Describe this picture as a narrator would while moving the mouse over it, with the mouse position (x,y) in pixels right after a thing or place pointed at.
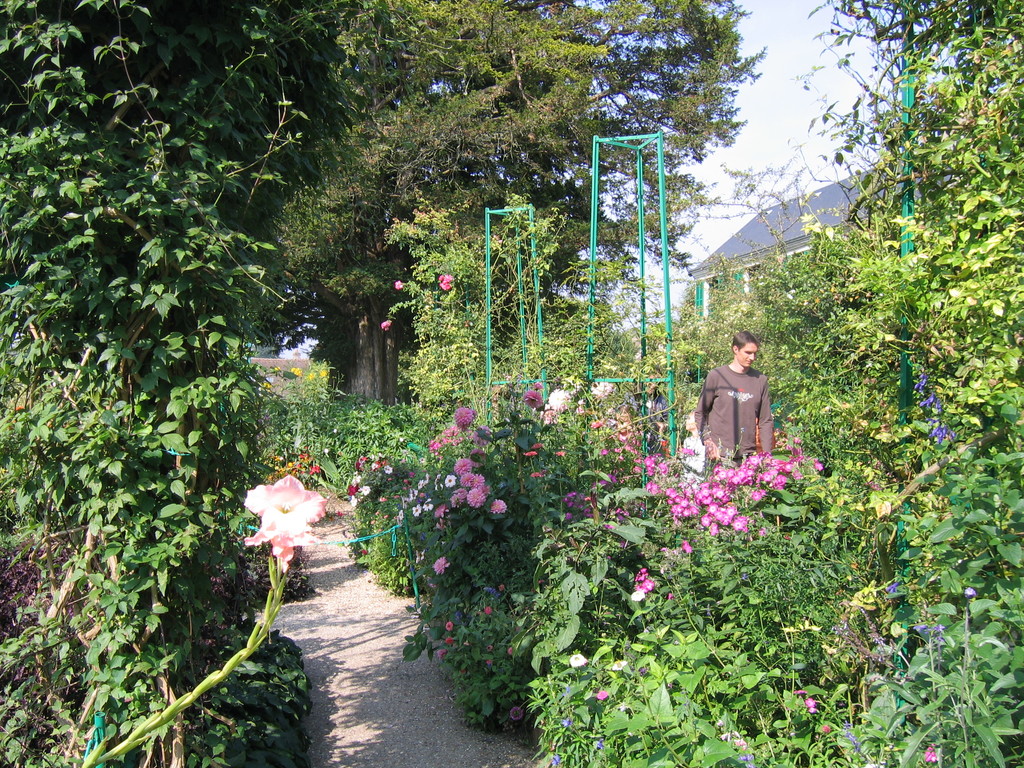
The image is taken in the garden (332,432). In the center of the image (342,452) we can see plants (533,605) and flowers (478,501). At the bottom (450,755) there is a walkway (339,670). On the right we can see a man (737,462) walking. In the background (695,293) there is a shed (748,259) and sky (820,124).
